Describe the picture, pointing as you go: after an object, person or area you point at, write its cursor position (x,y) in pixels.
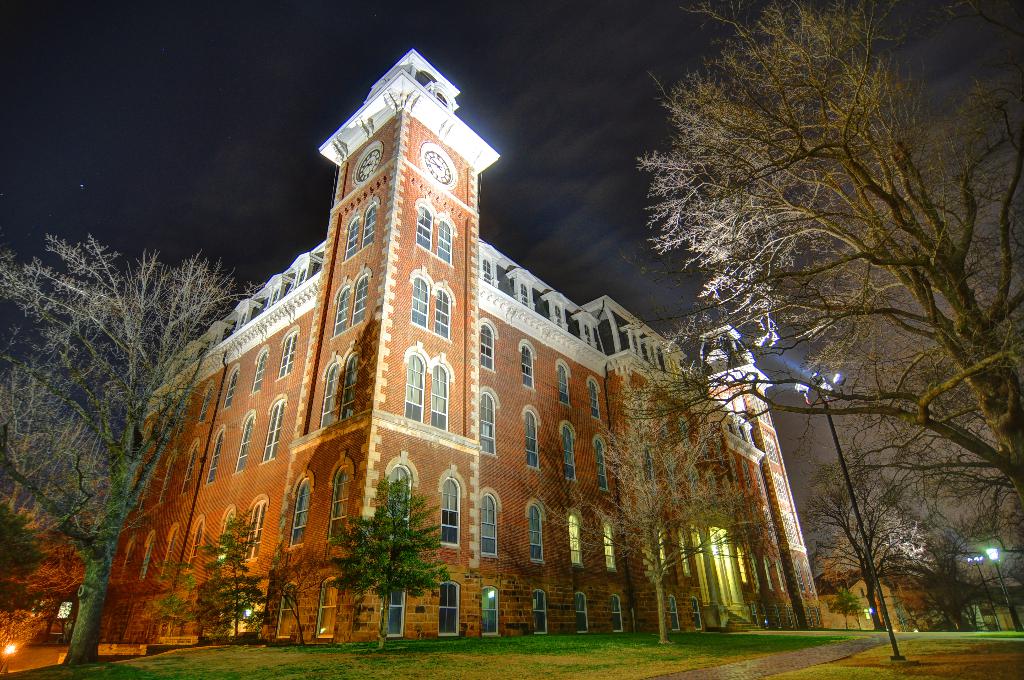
This image is taken during the night time. In this image we can see the building (313,534). We can also see the trees (241,550), light poles (831,423). At the top (283,60) there is sky (485,54) and at the bottom (493,638) we can see the grass (576,639).
